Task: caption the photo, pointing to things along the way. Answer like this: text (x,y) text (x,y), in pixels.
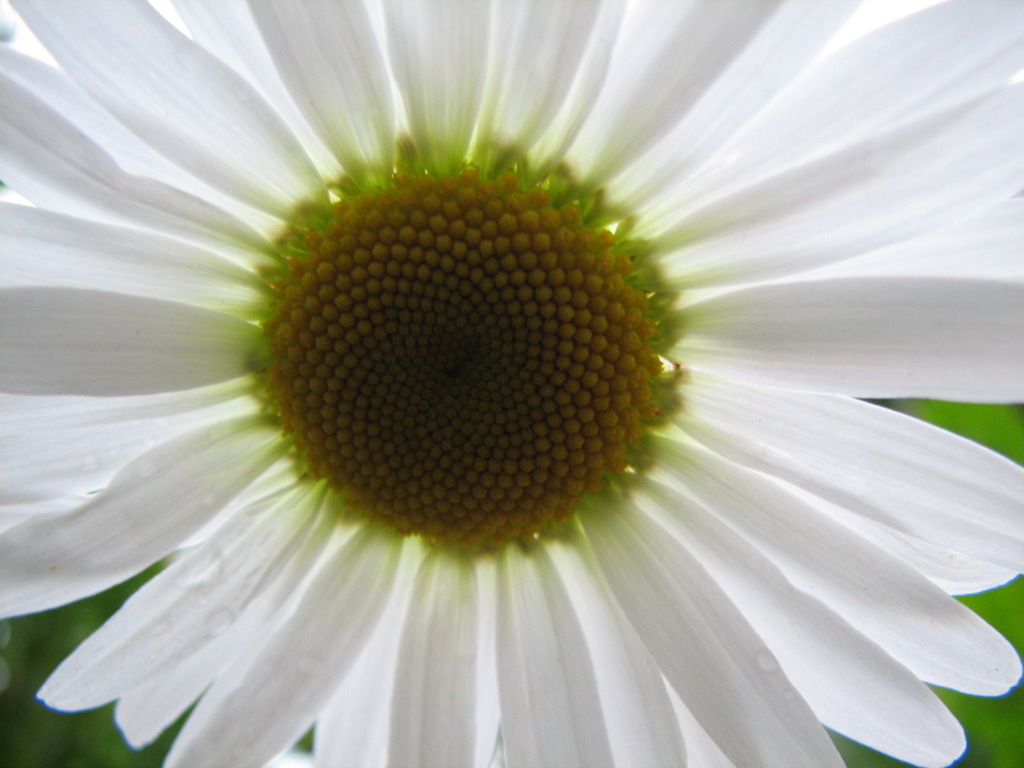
In this image, we can see a flower (852,418) and the blurred background (994,427).
